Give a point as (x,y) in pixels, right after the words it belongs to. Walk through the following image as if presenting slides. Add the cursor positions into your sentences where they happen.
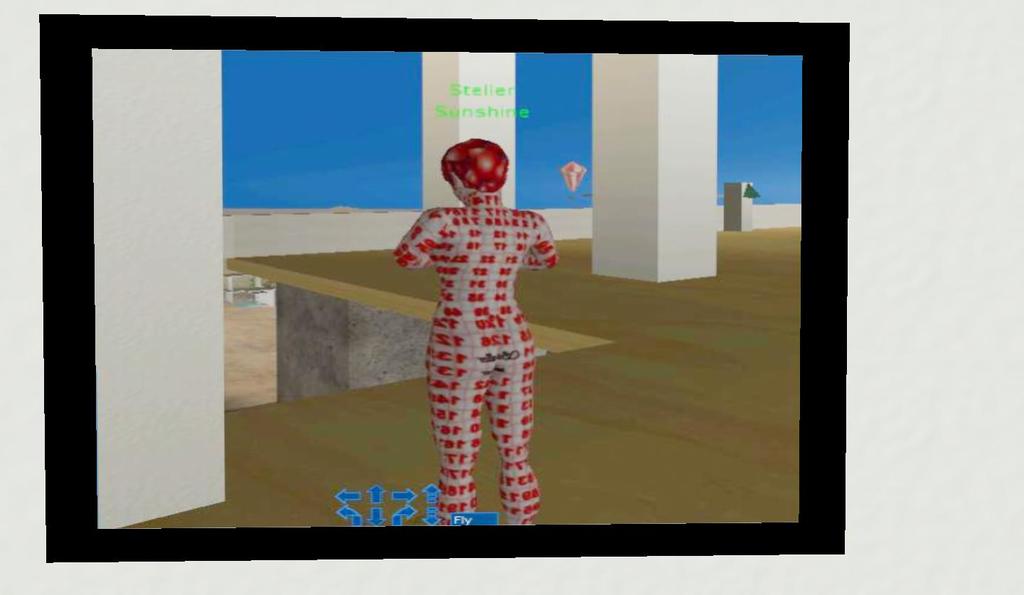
In this picture we can see pillars (491,119) and a person (506,371) standing on the floor (410,382).
